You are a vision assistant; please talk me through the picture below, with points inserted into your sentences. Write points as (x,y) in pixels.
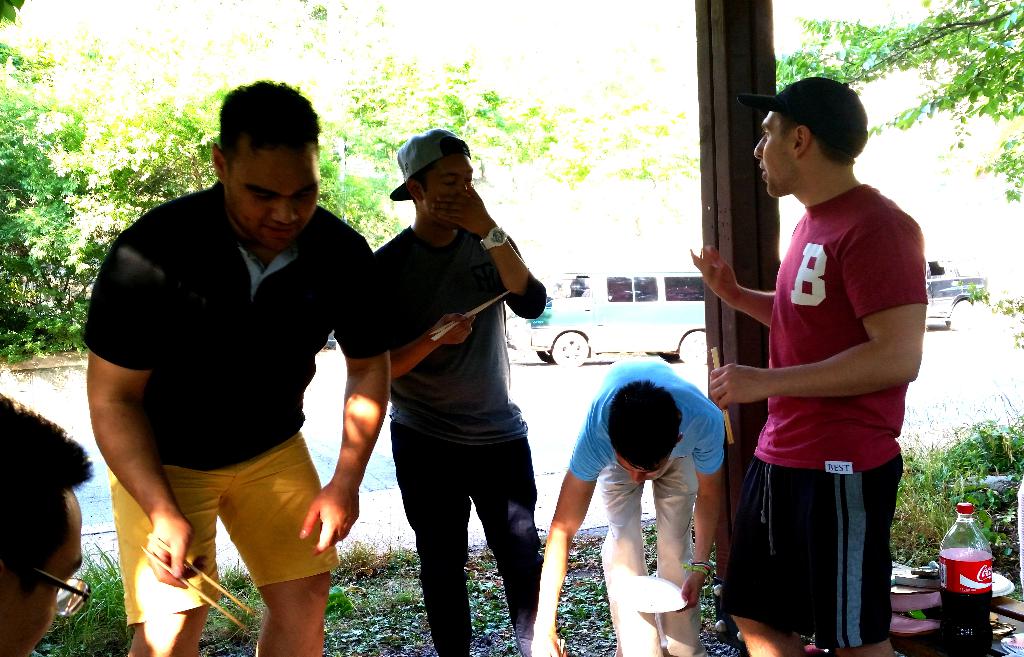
In this picture we can see four persons (424,420) are standing and holding chopsticks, at the left bottom (62,510) there is another person (45,522), at the right bottom (993,608) we can see a bottle (972,626), in the background (674,91) we can see some trees (95,75), there are two vehicles (963,311) in the middle (660,313), at the bottom (114,638) there are some plants (587,582).
